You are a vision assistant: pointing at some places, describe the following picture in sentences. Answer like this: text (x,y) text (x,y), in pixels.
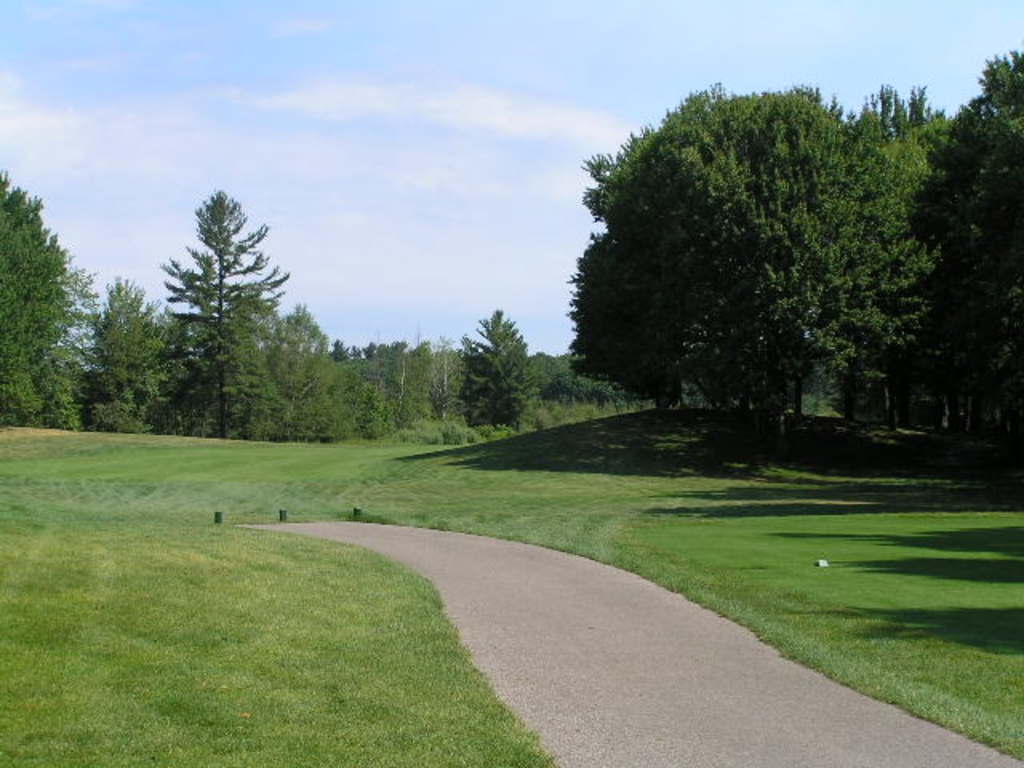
In this image there is a path (609,642). On either sides there are grasslands (344,518). In the background (341,311) there are trees (597,294) and sky (635,120).
